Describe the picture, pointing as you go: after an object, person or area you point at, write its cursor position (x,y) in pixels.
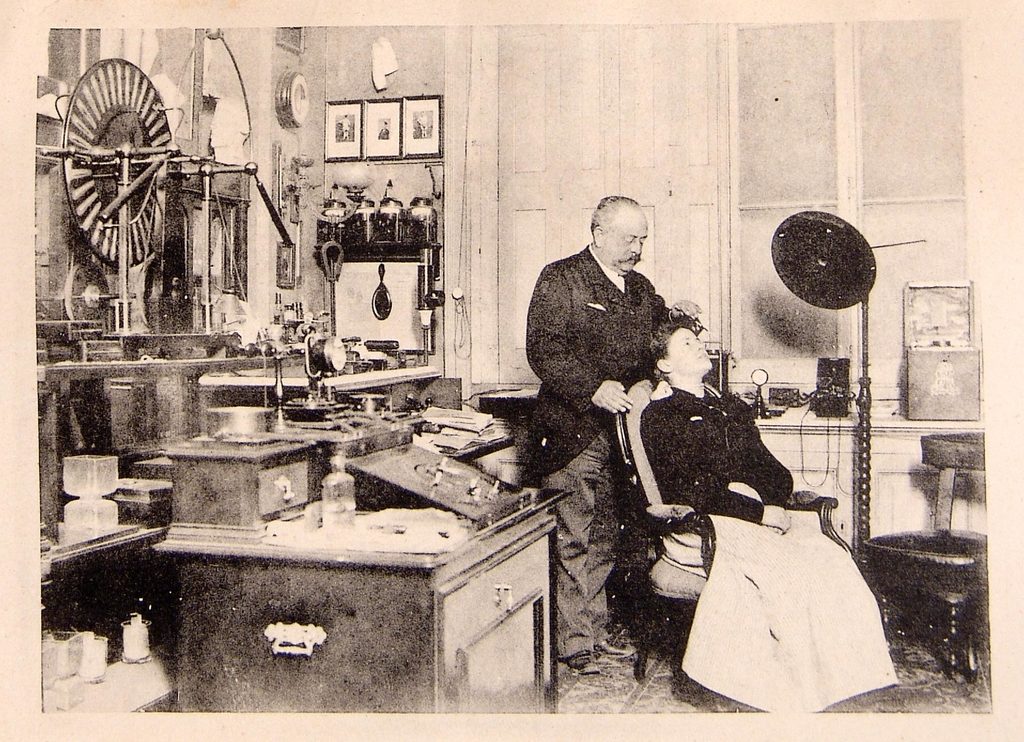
This is a black and white image in this image there is one person (591,410) who is standing in front of there is one chair (637,413), on the chair (709,550) there is another person (726,514) who is sitting and on the left side (246,490) there is a table (237,607) boxes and some other instruments (179,352) are there and also there are some photo frames (332,122) on the wall (417,91). In the background (557,154) there is a wall (493,222) and on the right side (927,569) there is a stool (914,561) and some lights (863,408).
